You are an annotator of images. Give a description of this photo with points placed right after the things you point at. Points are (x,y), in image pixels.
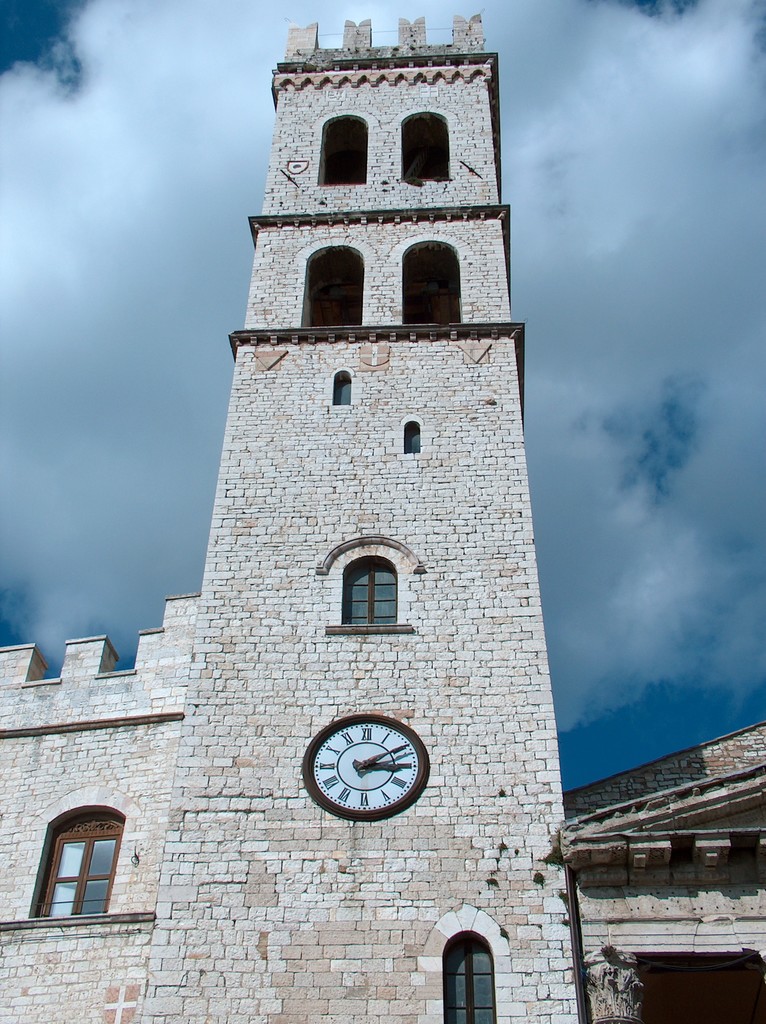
In the picture we can see a clock tower (424,848) with a clock (355,780) and some door (466,1014) to it and beside we can see some building (77,989) with a window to it and in the background (198,152) we can see a sky (648,67) with clouds (733,402).
